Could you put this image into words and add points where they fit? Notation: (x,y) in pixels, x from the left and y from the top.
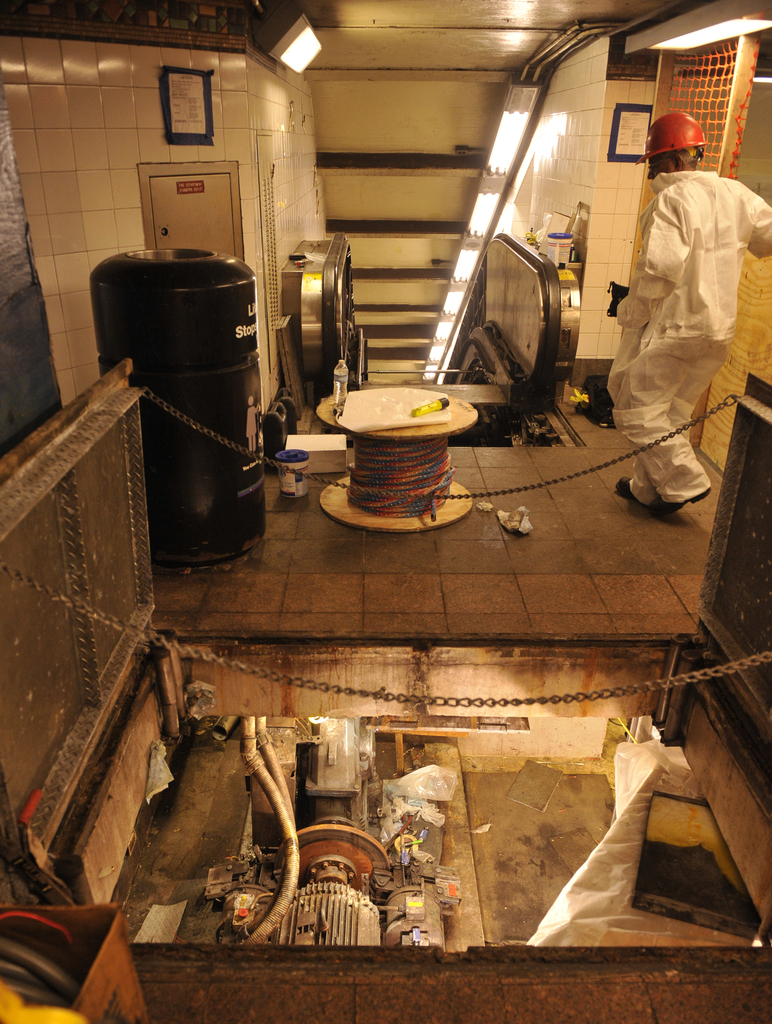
In this image, we can see a person (674,489). We can see the wall (162,134) with some posters (190,142) and objects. We can also see the railing (453,376). We can see a few lights (443,322) and some net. We can also see some wood (347,506) and a black colored object (604,415). We can see some chains (771,660) and doors (2,472). We can also see some objects (396,876) like a motor (385,862) on the ground (537,873). We can see a cardboard box (105,932) with some objects (51,1016) on the bottom left corner (58,930).
